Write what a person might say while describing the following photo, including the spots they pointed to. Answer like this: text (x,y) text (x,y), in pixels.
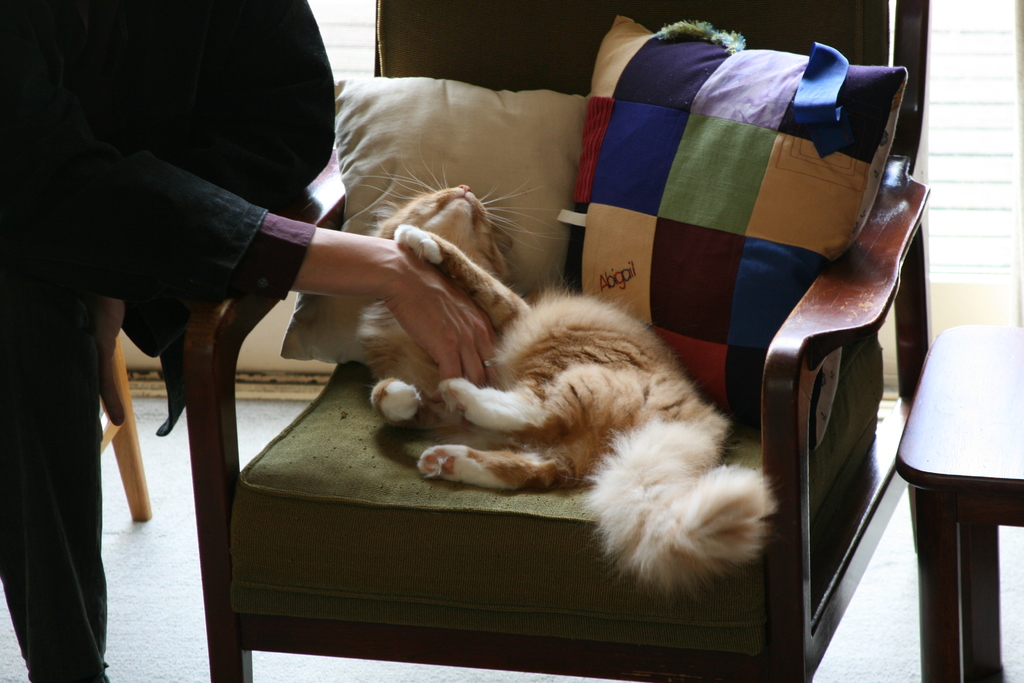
In this picture there is a cat (494,481) on the chair (388,39) at the center of the image (402,253) and there is a man (36,175) who is standing on the left side of the image (54,409), he is touching the cat (434,256) and there is a table (948,396) at the right side of the image (963,399).
